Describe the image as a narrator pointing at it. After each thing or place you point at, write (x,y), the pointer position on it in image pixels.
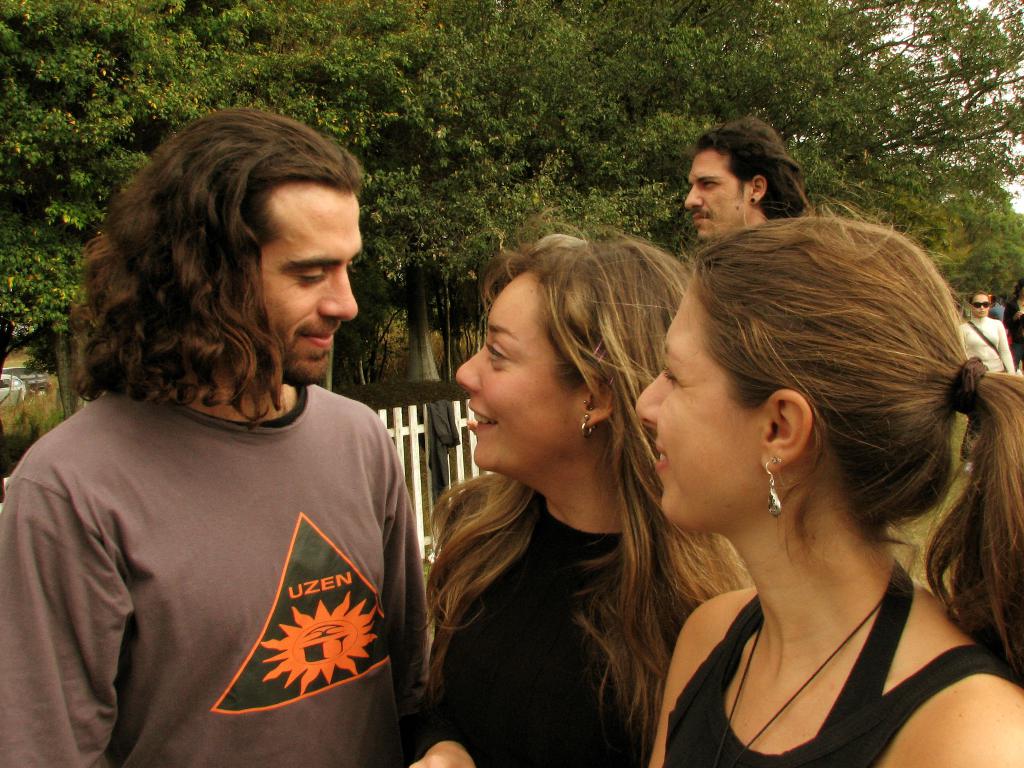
There is a person (307,227) in a t-shirt (291,420), smiling and standing near two women (945,419) who are in black color dresses (509,600). In the background (781,184), there is a person (737,174) standing, there are persons (974,319), a white color fencing (462,426), there are trees (391,156) on the ground (27,401), there are vehicles (33,374) and there is sky (907,9).
